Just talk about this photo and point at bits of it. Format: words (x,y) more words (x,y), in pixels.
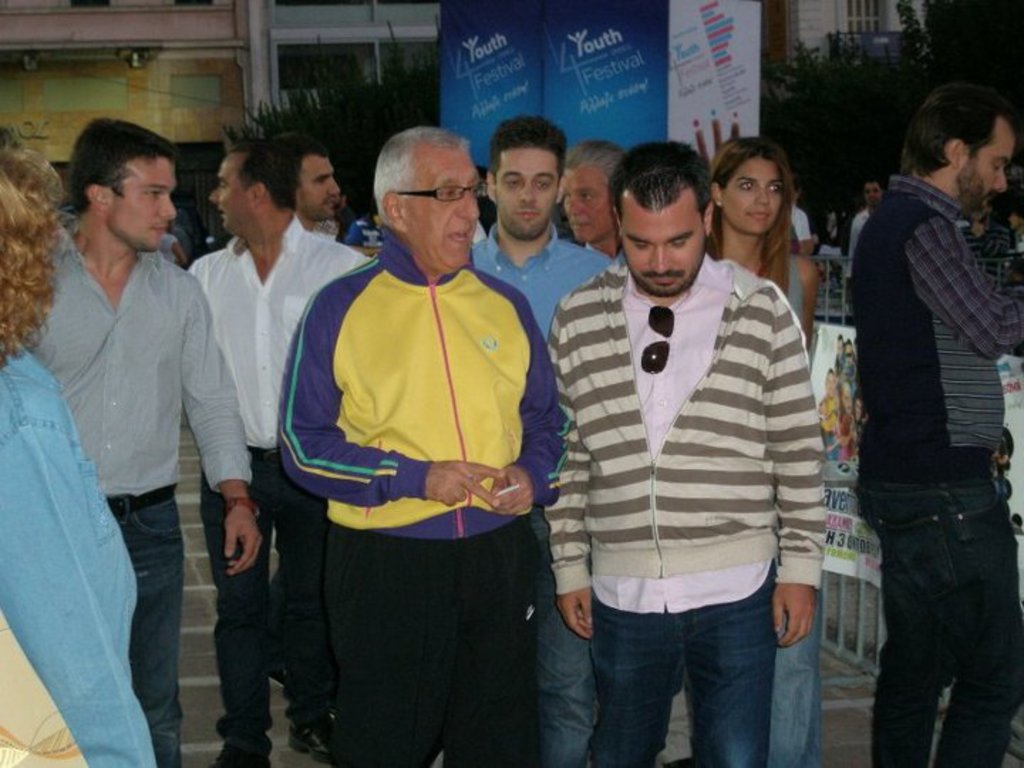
In this image there are group of persons (428,451), there is a man (422,449) holding an object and talking, there are boards (616,98), there is text (595,75) on the boards (574,86), there are trees (812,114), there are buildings (319,57) towards the top of the image (191,73).
